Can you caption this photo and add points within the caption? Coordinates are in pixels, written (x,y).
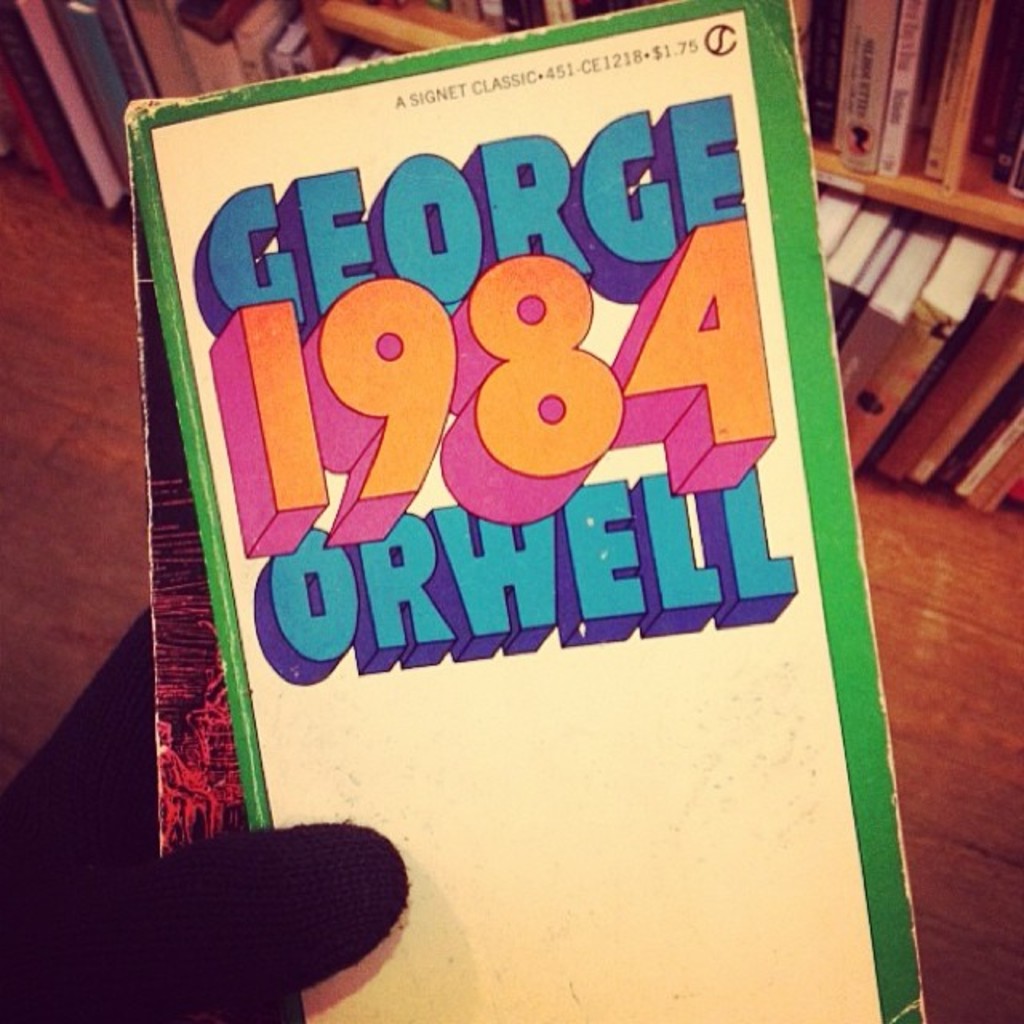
In the center of the image (439,651) we can see one human hand (251,855) holding one book (341,721). On the book (399,721), we can see some text (531,475). In the background (324,53) there is a wooden floor (6,398), racks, books (39,60) and a few other objects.
